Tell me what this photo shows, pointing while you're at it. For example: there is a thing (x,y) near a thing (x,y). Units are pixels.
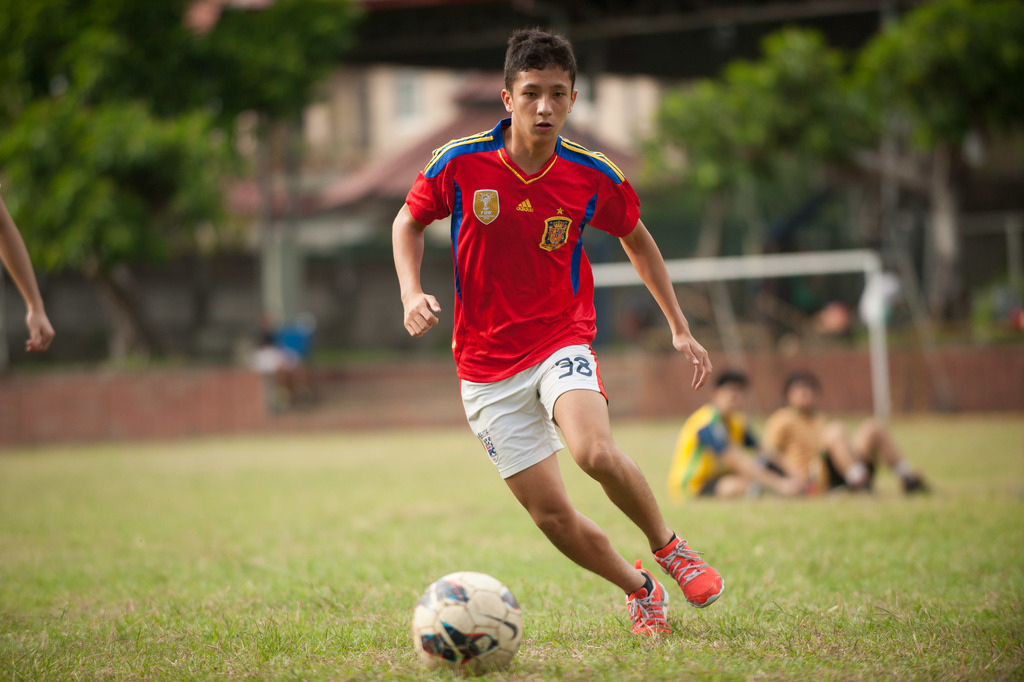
A boy (521,329) is trying to hit the ball (457,624) in the grass (811,604), here two people (800,448) are sitting, there are trees (679,142).
